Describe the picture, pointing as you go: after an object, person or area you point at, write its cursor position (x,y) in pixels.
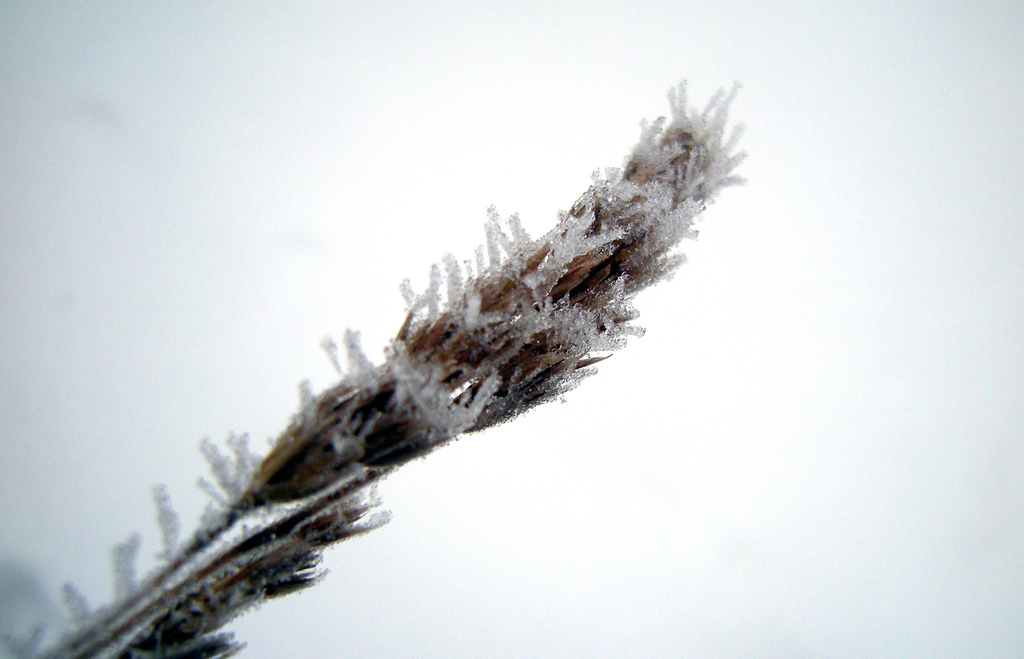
There is snow (715,147) on a plant (445,406). And the background (773,619) is white in color.
